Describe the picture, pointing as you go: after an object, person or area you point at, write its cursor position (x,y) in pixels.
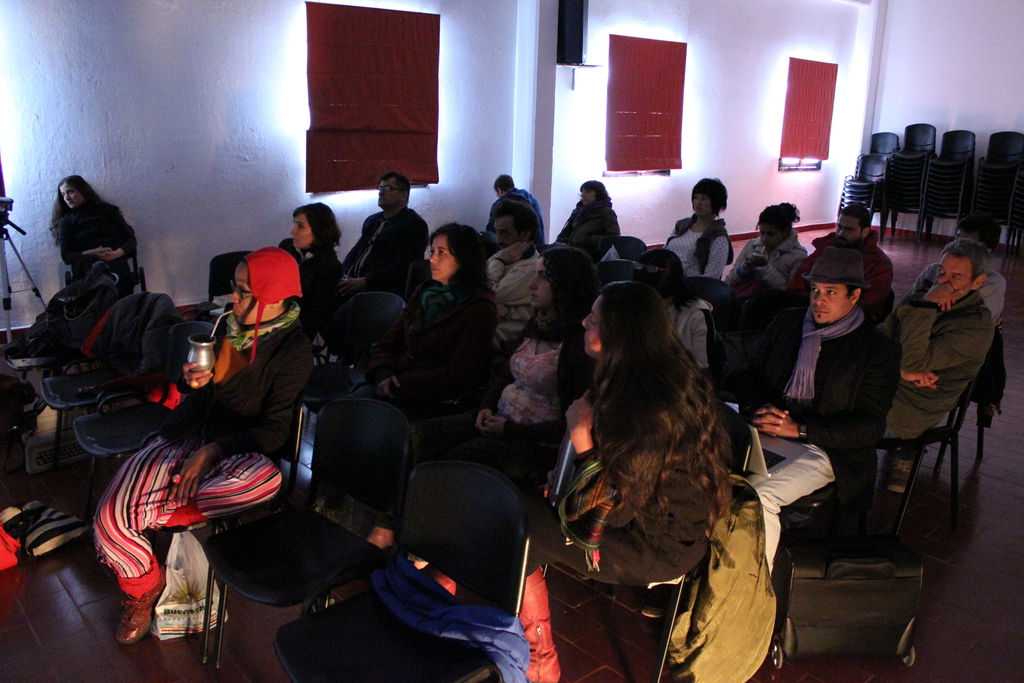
In this picture I can observe some people (380,289) sitting in the chairs (234,262). There are men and women (420,332) in this picture. I can observe red color curtains (674,109) and a wall (696,104) in the background (909,54).
